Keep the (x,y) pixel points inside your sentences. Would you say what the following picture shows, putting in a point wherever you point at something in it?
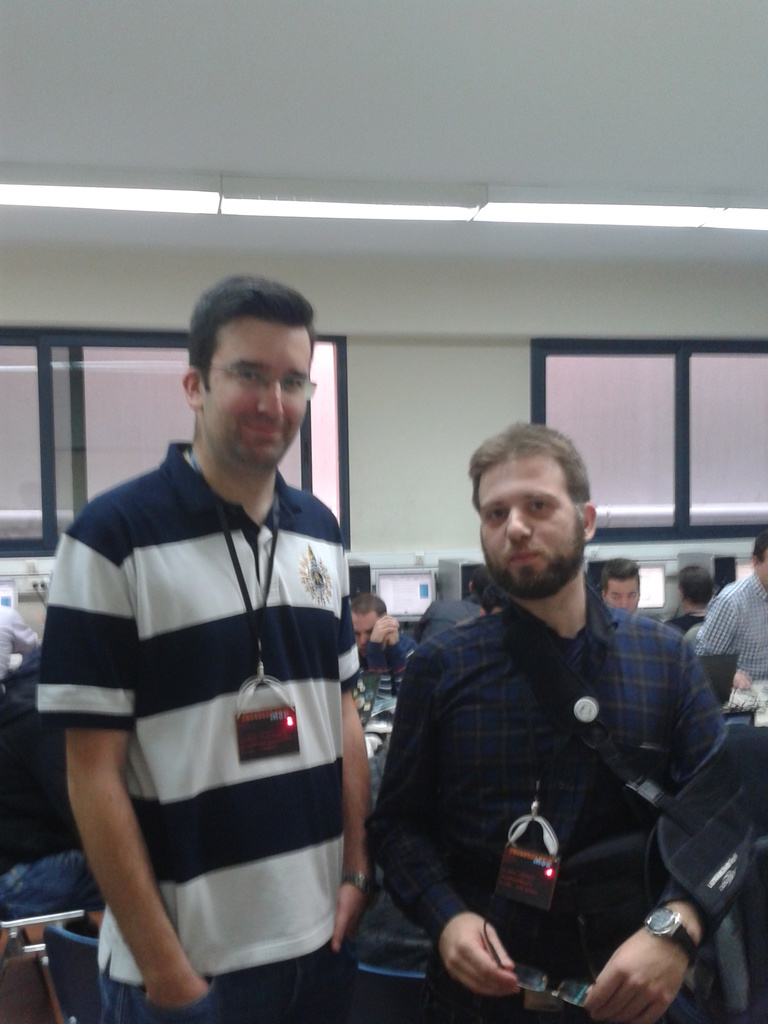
In the center of the image (311,517) we can see men (489,723) standing on the floor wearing a ID card (516,863). In the background (763,544) we can see monitors (738,569), persons (617,600), windows (154,435), lights (647,211) and wall (412,299).
